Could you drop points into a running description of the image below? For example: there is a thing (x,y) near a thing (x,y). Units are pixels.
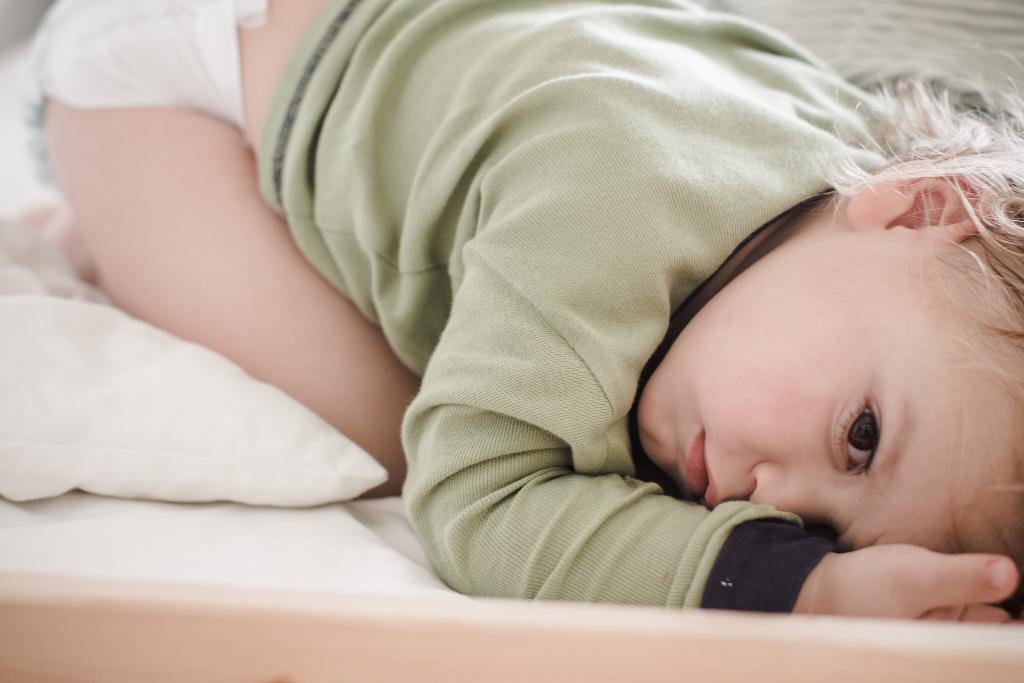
In this image there is a kid (465,230) on the bed (6,552).
